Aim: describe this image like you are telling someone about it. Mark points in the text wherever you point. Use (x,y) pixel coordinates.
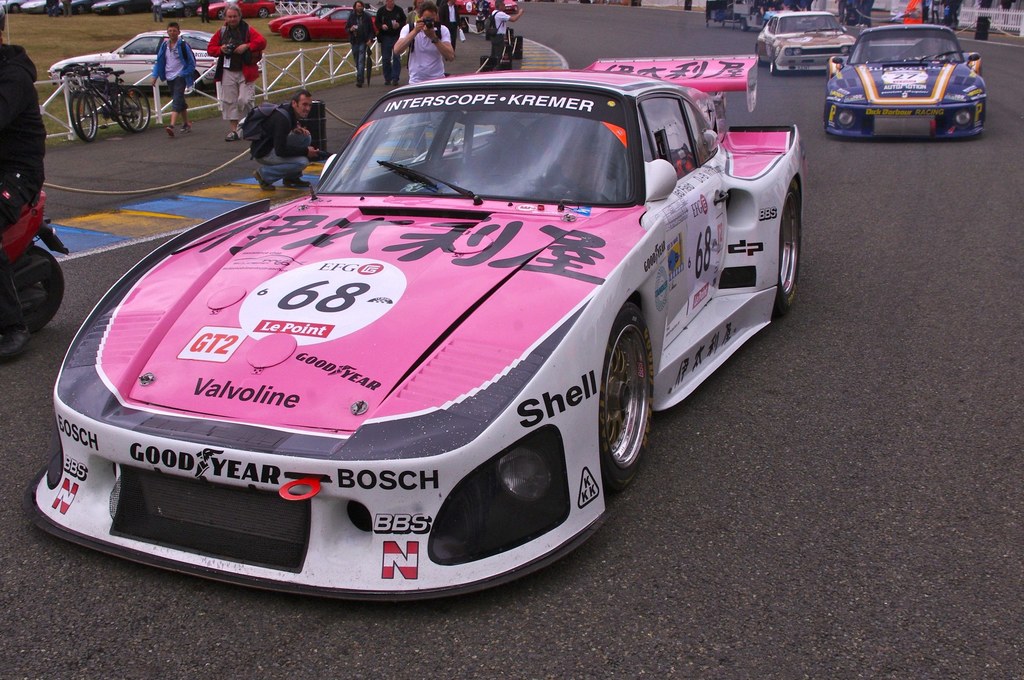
In this image I can see few vehicles (611,400) and I can also see few people (501,27) walking. In front the person (436,47) is holding the camera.
